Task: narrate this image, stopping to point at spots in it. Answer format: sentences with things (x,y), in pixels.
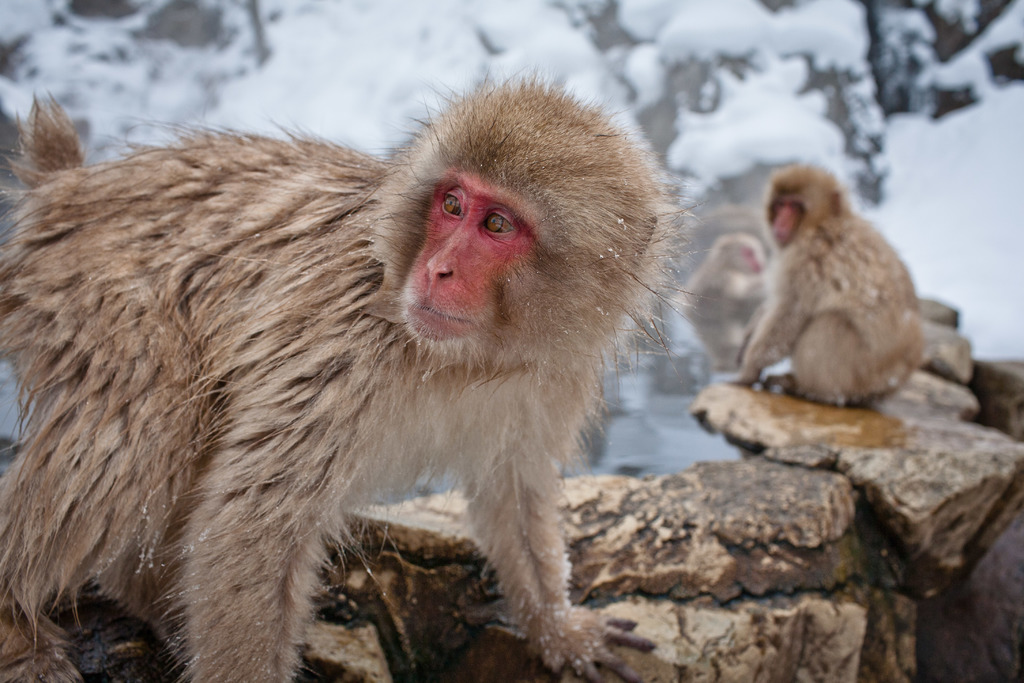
In this picture I can see few monkeys (824,322) are standing on the rocks (814,505), behind I can see the snow (696,58).
